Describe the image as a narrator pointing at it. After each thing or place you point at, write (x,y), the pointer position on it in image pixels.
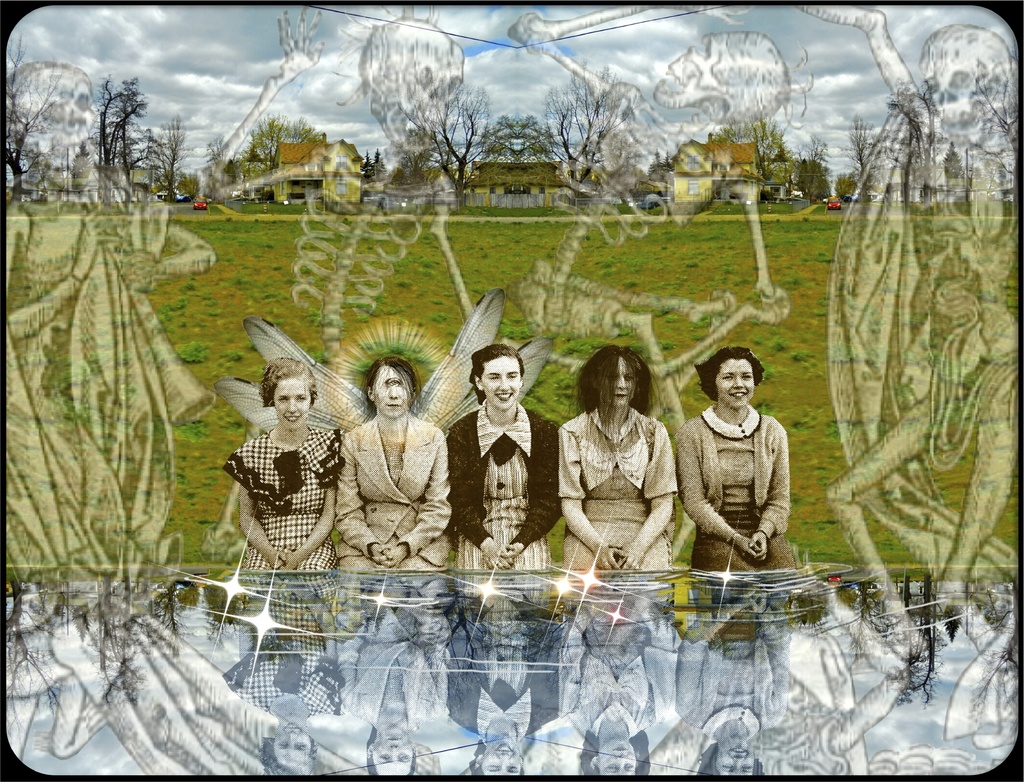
In this image I can see few people (489,460) sitting and wearing different dress (543,427). Back Side I can see buildings (706,162), trees (783,161) and vehicles (185,197) on the road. The sky (483,69) is in blue and white color. I can see few skeletons (896,304) in front (979,512).
